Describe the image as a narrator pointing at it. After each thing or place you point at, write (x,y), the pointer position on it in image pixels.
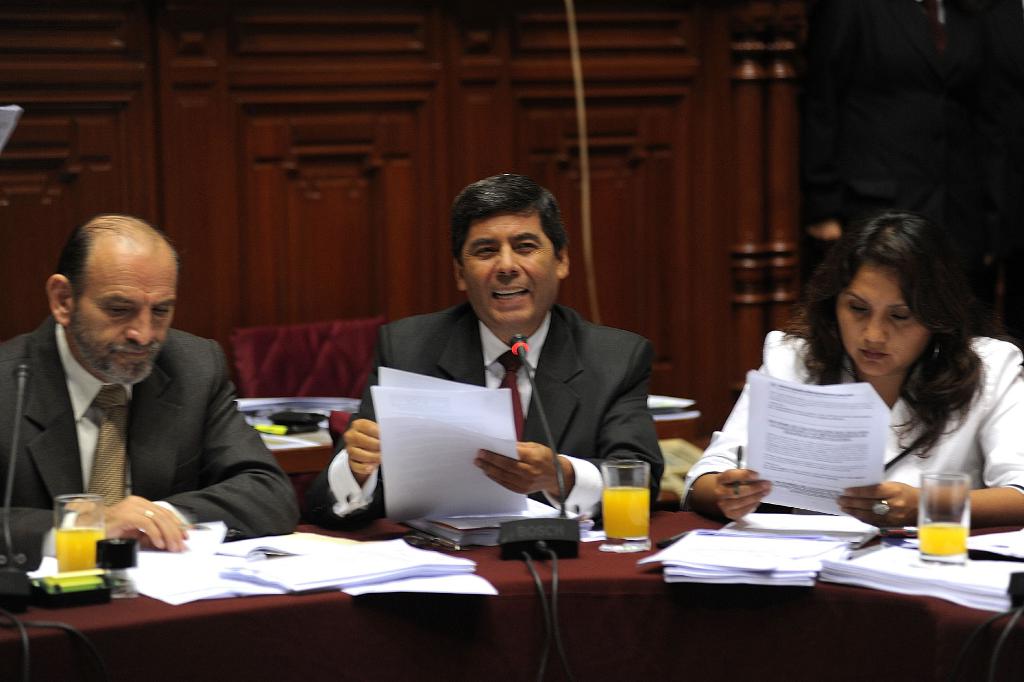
in this picture we can see a man (449,313) sitting on a chair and holding papers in his hand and smiling, and in front (566,506) there is microphone (552,545), and at beside there is woman (861,296) holding a pen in her hand (751,476) and looking into papers (829,444), and in front (632,507) on the table (662,520) there are glass (641,516), papers (730,523) and some objects (538,543) on it, and here a man (204,476) is sitting.
